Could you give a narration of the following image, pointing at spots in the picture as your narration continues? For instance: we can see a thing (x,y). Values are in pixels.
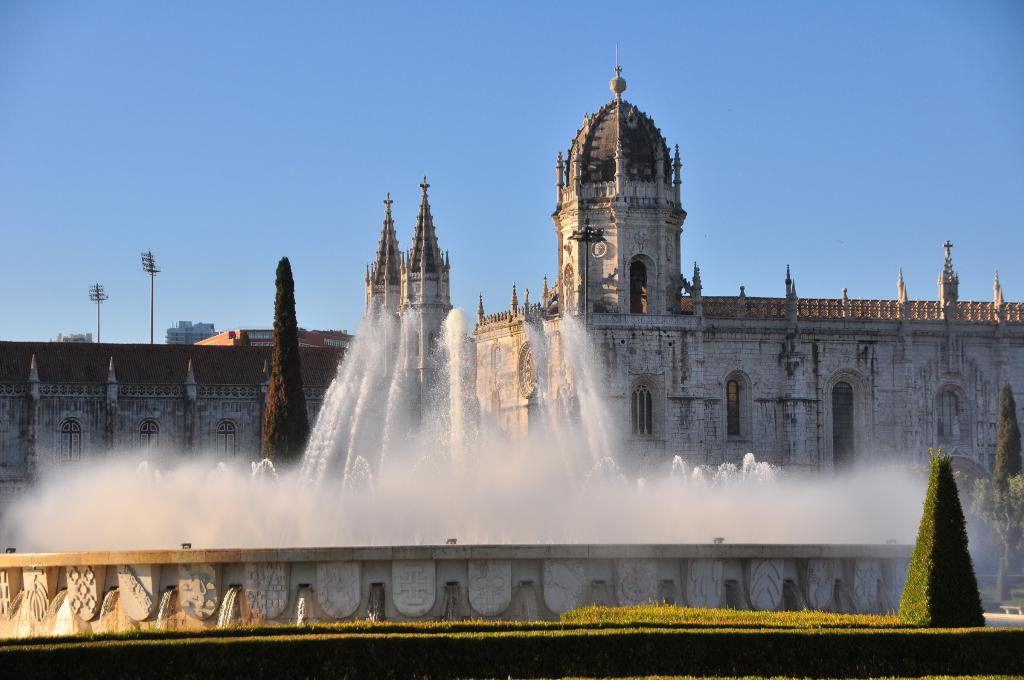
In this image we can see a big building (489,351). There is a fountain (463,526) in front of the building (711,320). There are many plants (601,665) in the image.
